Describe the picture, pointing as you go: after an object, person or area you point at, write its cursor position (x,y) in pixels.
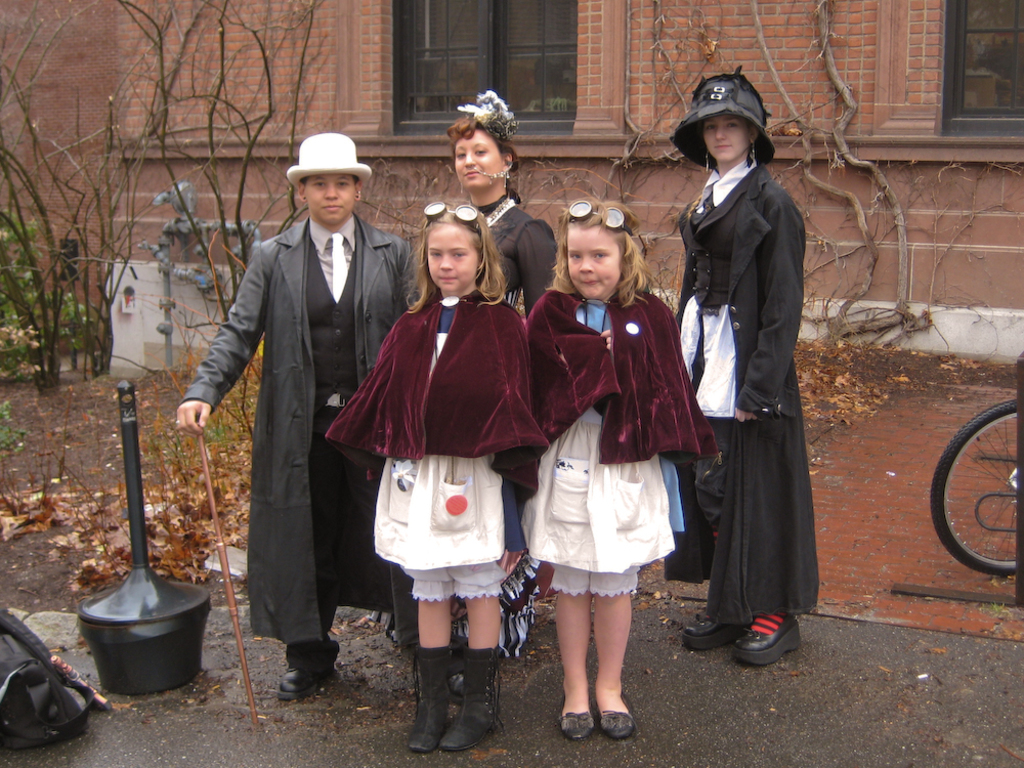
There are two girls (501,349) keeping goggles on the head (602,261). In the back (486,168) there are two ladies (705,200). One lady (702,217) is wearing hat (722,105). There is a boy (290,282) wearing a hat (341,160) and holding a stick (231,603). Near to the boy (336,181) there is a black color object (149,660). Also there is a bag (78,708) on the ground (884,488). On the right side (937,492) we can see a cycle tire (966,451). In the back (648,103) there are trees (213,131) and a building (381,56) with windows (479,53) and a brick wall (681,38).
